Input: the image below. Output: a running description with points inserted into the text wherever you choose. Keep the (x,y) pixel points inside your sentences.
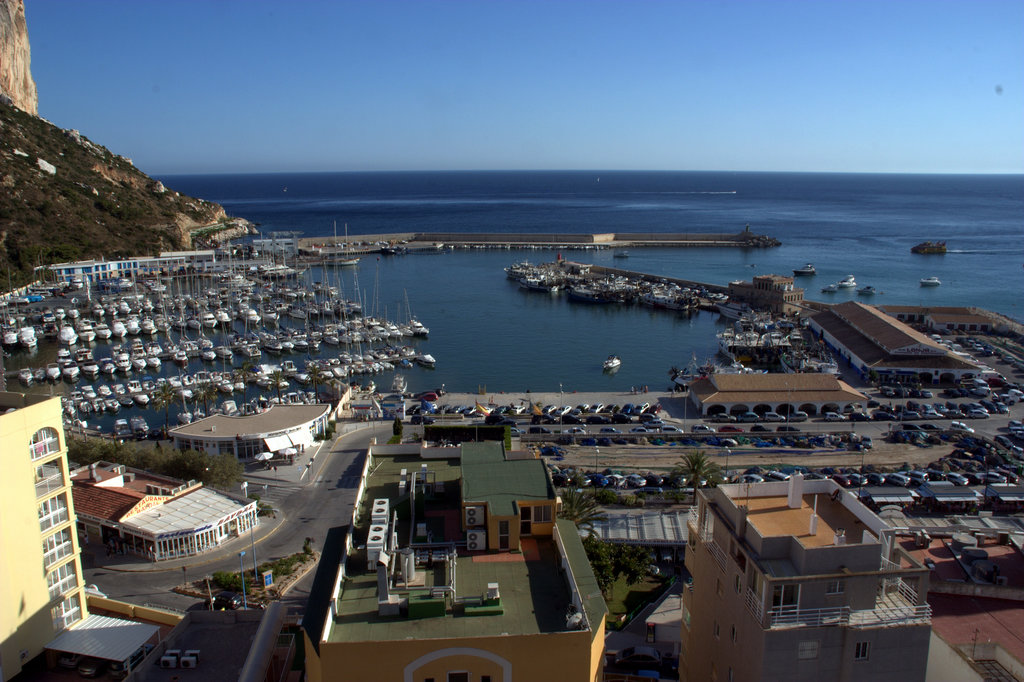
In this picture we can see buildings (378,527) and in front of the buildings (542,548) there are some vehicles (726,437) parked on the road (852,429) and the boats (243,314) on the water (220,336). Behind the boats (136,325) there is a hill (78,152) and a sky (554,130).
